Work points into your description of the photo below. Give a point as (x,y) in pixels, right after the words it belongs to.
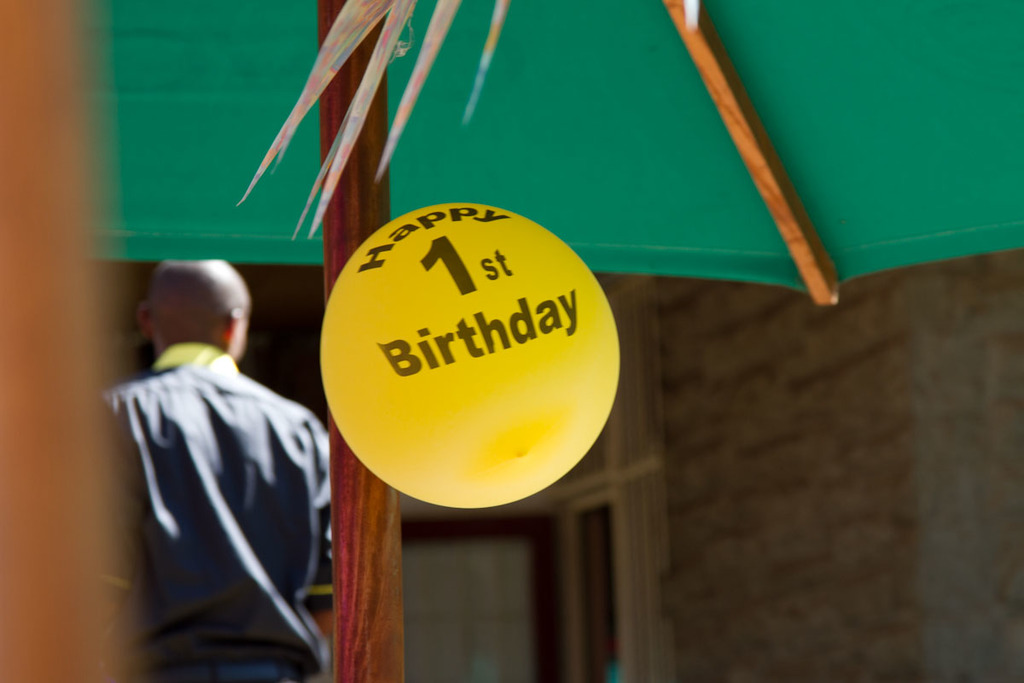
In this picture we can see a tent (830,288), person (176,637), leaves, balloon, on this balloon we can see some text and in the background (793,675) we can see a wall (921,624), windows (505,560).
